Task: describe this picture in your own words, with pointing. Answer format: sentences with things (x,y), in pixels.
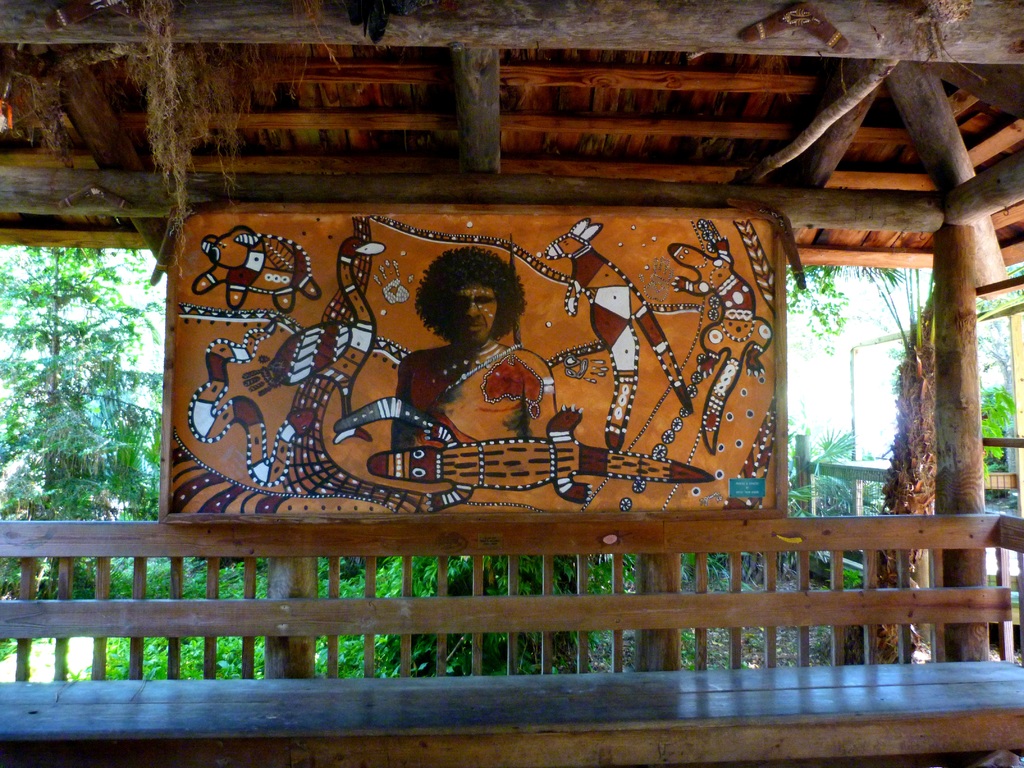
In this image I can see a board (284,418), wooden bench (502,604) and trees (140,429). I can see the wooden house (598,189).
